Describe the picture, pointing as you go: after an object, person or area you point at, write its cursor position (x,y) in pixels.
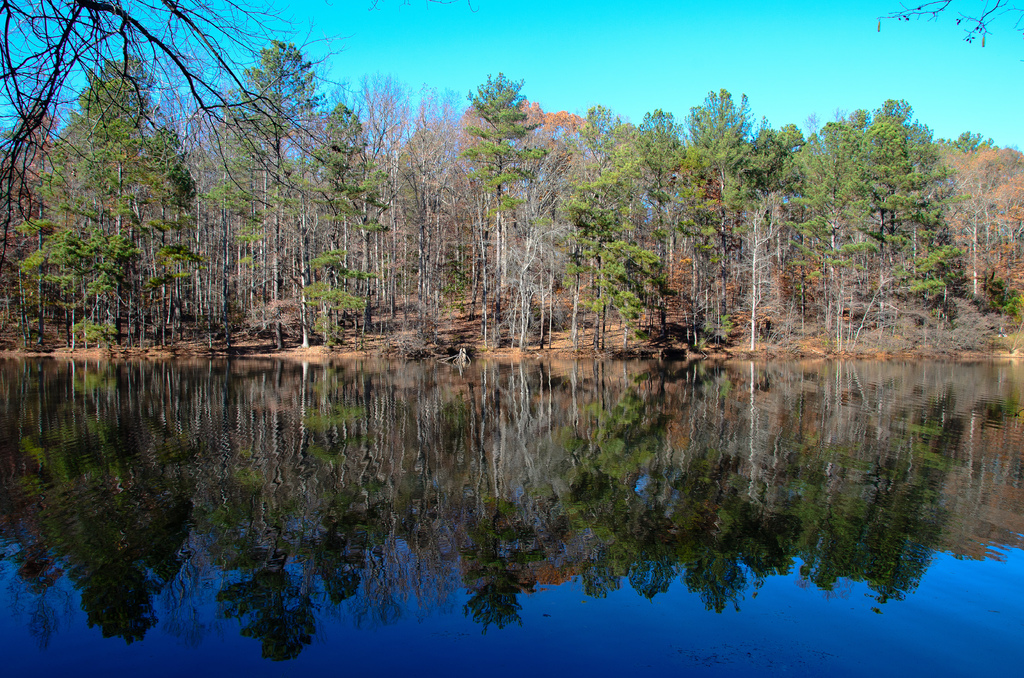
In this picture we can see trees (455,264) on the ground (609,339), water (129,364) and in the background (545,60) we can see the sky (619,49).
